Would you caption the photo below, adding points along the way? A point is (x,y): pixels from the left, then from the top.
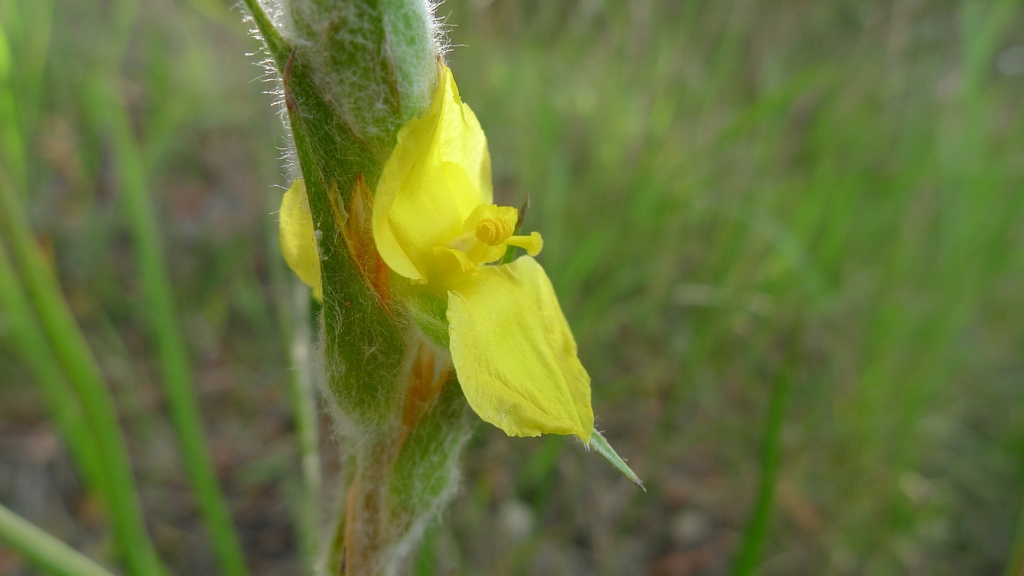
There is a focused picture of a yellow color flower (466,300) we can see in the middle of this image (406,210), and there is a grass (745,315) in the background (287,336).
